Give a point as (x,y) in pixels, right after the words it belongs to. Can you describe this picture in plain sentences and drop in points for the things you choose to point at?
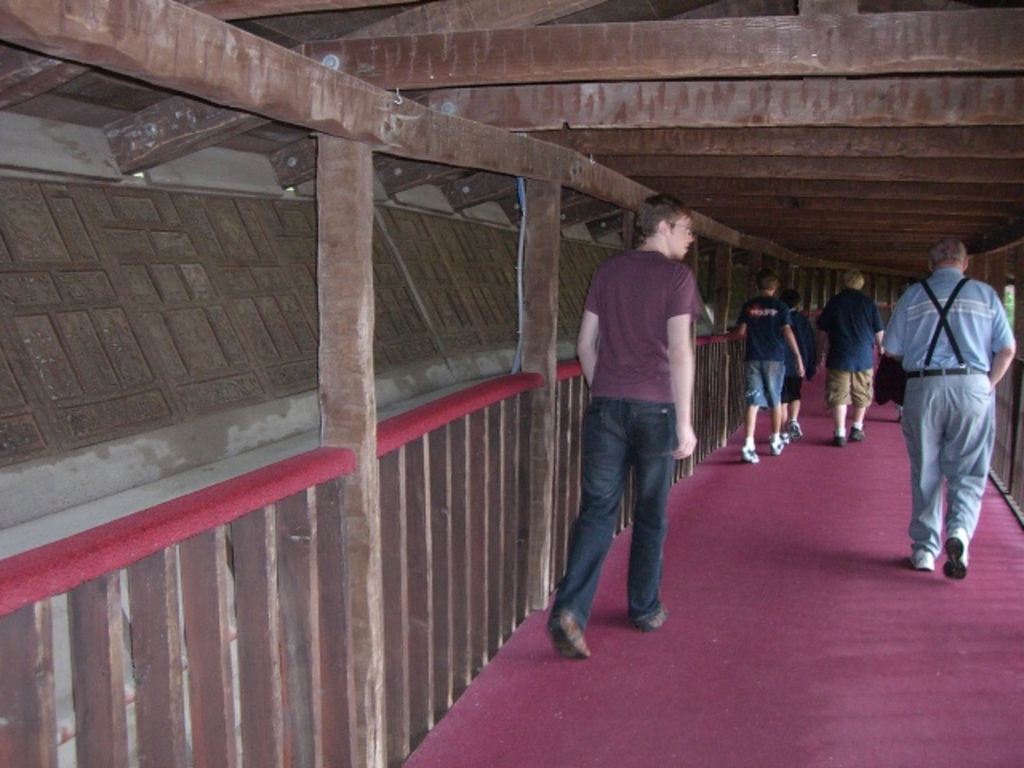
In this image we can see persons (744,456) are walking on the floor (758,602). Left side of the image (53,576) wooden fencing (418,536) and roof (307,157) is present.
